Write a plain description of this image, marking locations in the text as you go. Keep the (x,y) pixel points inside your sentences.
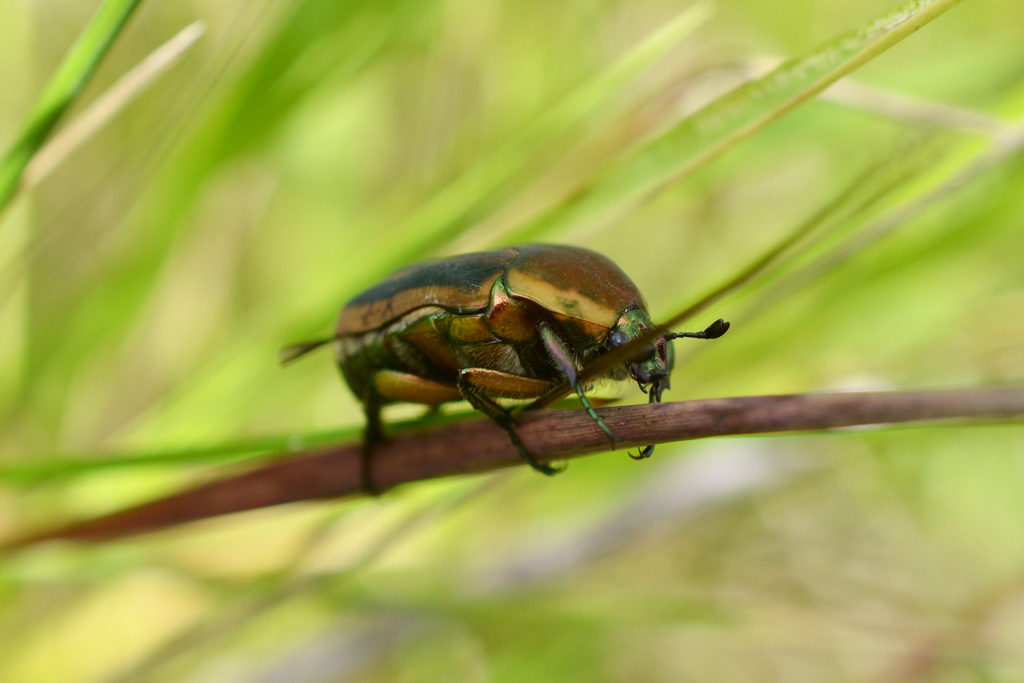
We can see insect (503,362) on stem (536,434). Background (516,71) it is blur and green color.
